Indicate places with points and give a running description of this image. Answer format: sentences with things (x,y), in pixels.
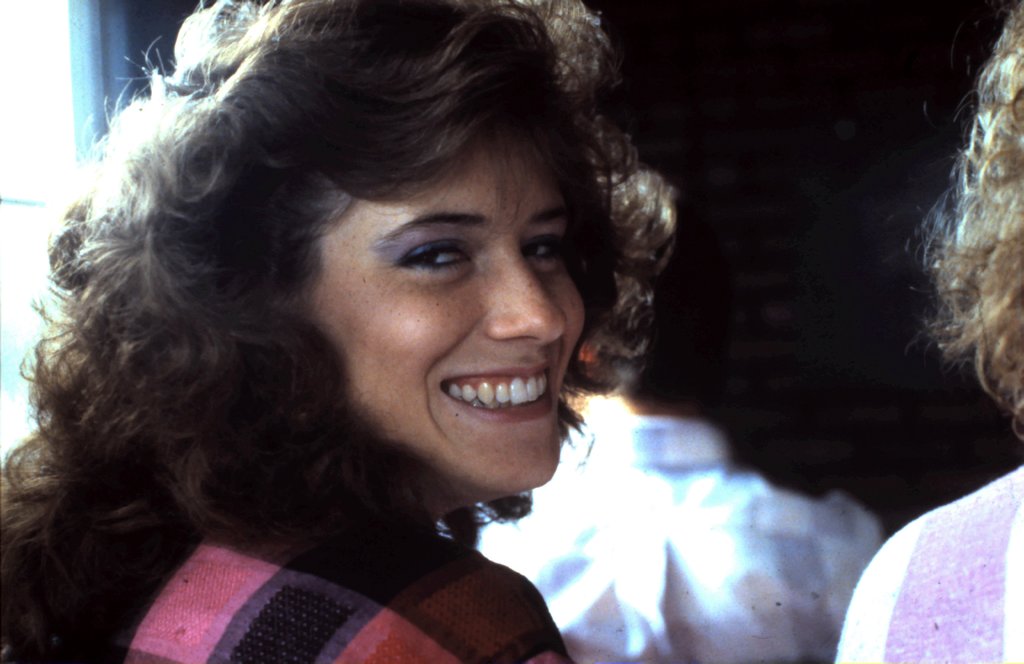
In this image I can see the group of people (580,512) with different color dresses (541,512) and there is a black background (843,41).
